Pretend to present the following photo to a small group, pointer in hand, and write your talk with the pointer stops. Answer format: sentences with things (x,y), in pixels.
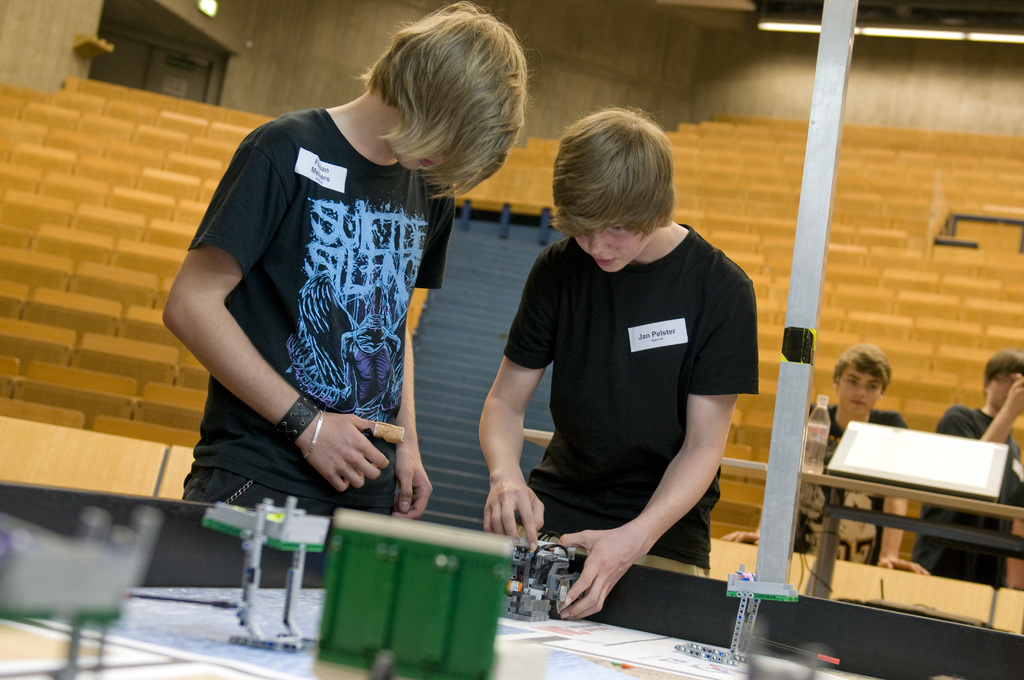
There are two boys (524,393) standing and working on a robot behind them there are two boys (829,444) sitting.
